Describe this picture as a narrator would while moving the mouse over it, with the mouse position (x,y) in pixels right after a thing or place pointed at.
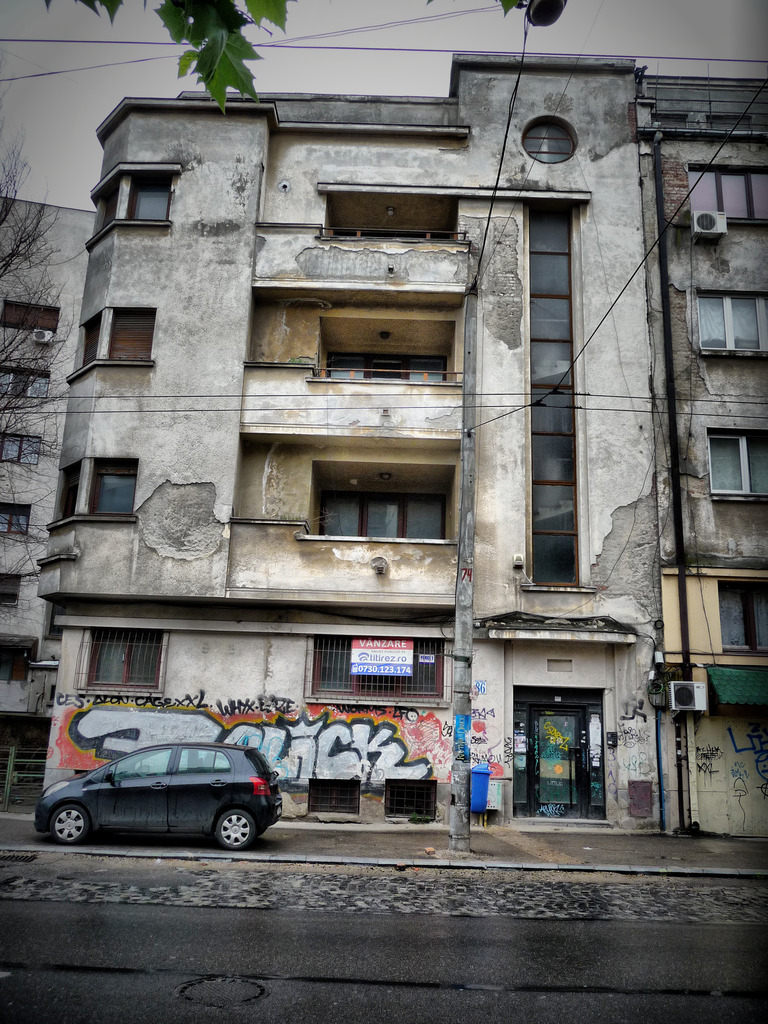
In this image there is a building (308,412) in the middle (430,490). At the bottom (322,943) there is a road (360,918). There is a car (124,815) parked on the footpath (294,827). Beside the car (186,761) there is a wall (250,722) on which there is some graffiti (281,712). In the middle (467,610) there is a pole (465,418) to which there are wires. There is a board (405,650) attached to the building (356,633). At the top (188,50) there are leaves (217,62).
